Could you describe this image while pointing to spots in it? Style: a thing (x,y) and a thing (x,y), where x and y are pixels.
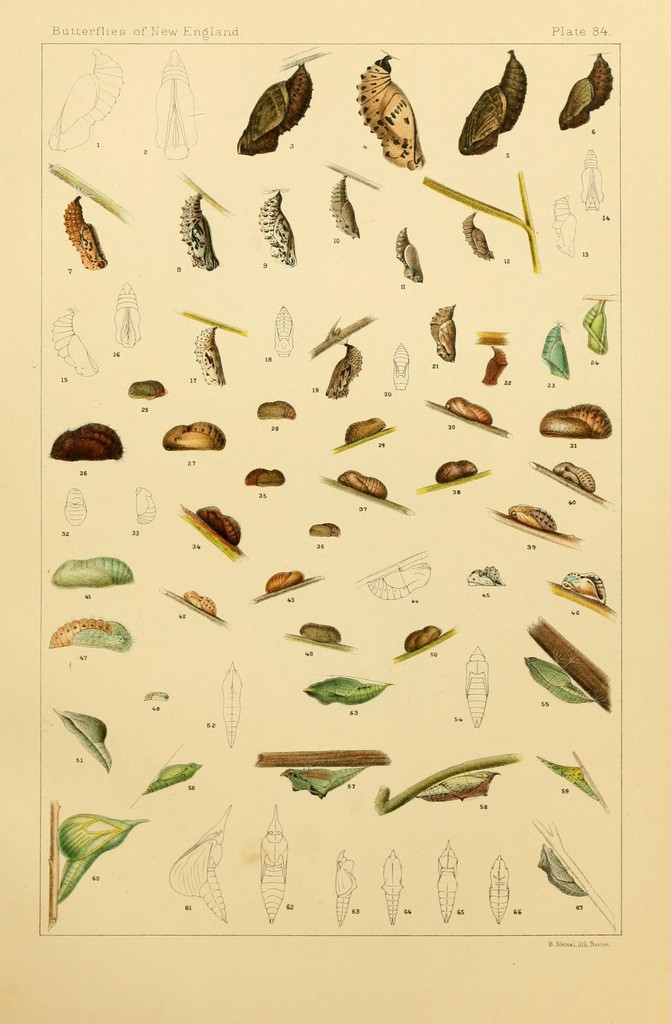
In this picture, it seems like different form of a butterfly (57,144) on the page (370,386).
